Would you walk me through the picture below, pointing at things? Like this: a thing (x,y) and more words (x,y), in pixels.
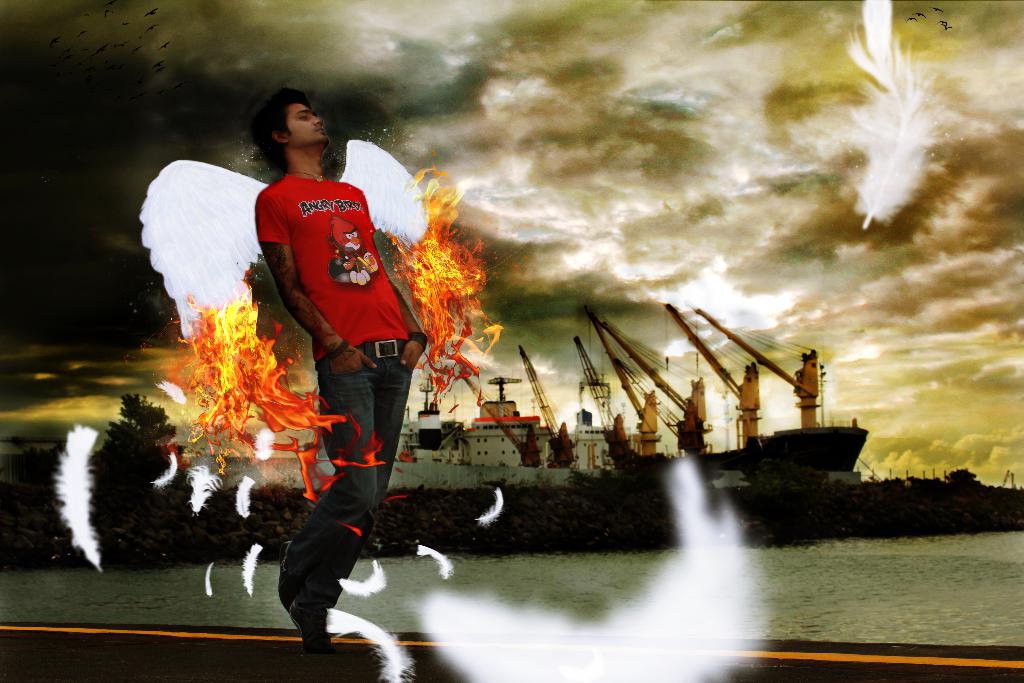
This is an edited picture. In this image there is a man (348,496) with wings (170,267). At the back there are ships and cranes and there are trees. At the top (498,94) there is sky (545,116) and there are clouds (611,106). At the bottom (886,568) there is water (905,581) and there is a road (498,638) and there are feathers (641,659) in the air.
